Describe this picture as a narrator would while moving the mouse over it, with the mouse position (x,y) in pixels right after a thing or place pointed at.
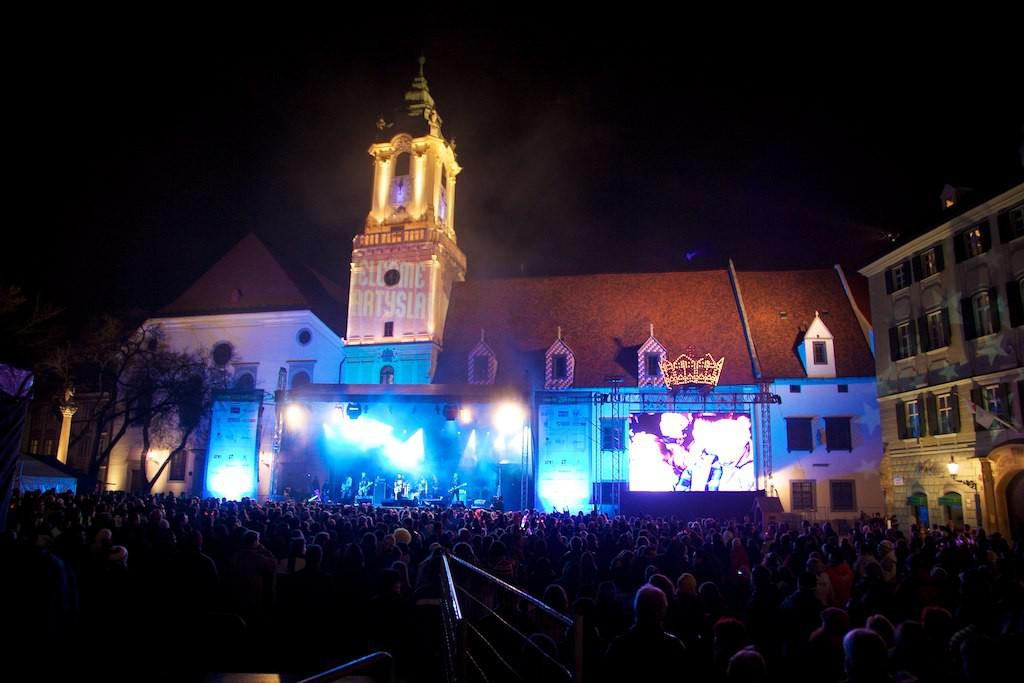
In this image I can see group of people (444,533) standing, in front I can see trees (46,350), buildings (482,311), at right (926,335) I can see a building (926,349) in cream color and the background (775,171) is in black color.
